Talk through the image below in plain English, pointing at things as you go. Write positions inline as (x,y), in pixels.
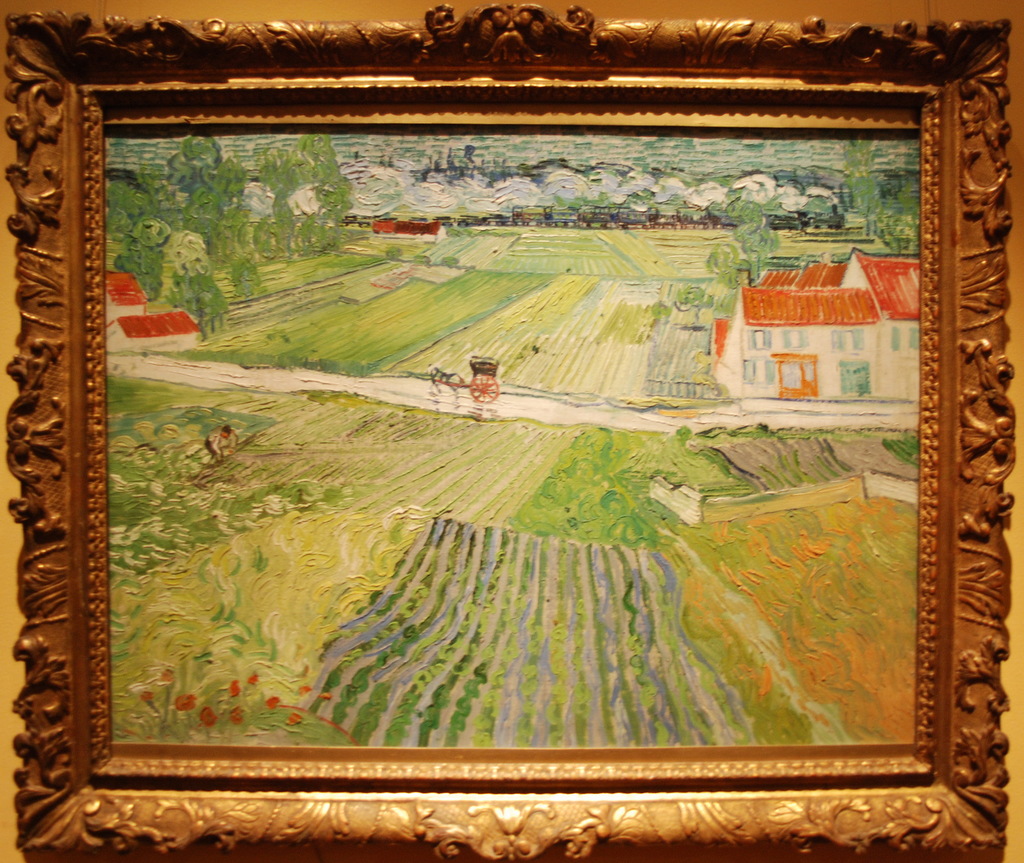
We can see a photo frame (7,178) on the wall (662,5). In the photo (428,537) we can see painting (402,434) of fields (378,420), houses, horse cart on the path (381,386), trees (163,261) and a person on the left side (213,452).
